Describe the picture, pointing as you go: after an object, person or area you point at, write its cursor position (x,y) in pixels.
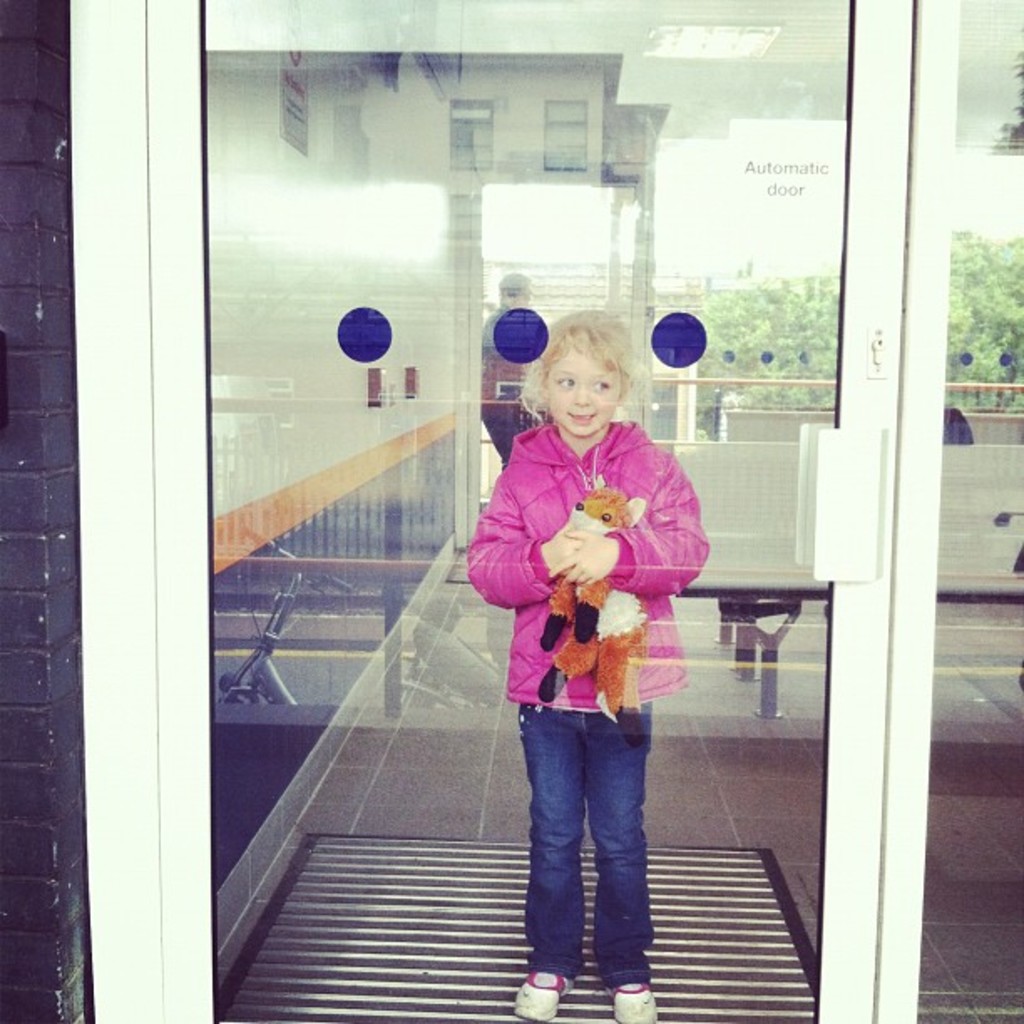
In this image there is a girl (615,752), she is standing inside a glass door (763,3) in the background (960,391) there are chairs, fencing (773,414), and trees (782,301) in the left side (8,19) there is a black wall (38,448).
